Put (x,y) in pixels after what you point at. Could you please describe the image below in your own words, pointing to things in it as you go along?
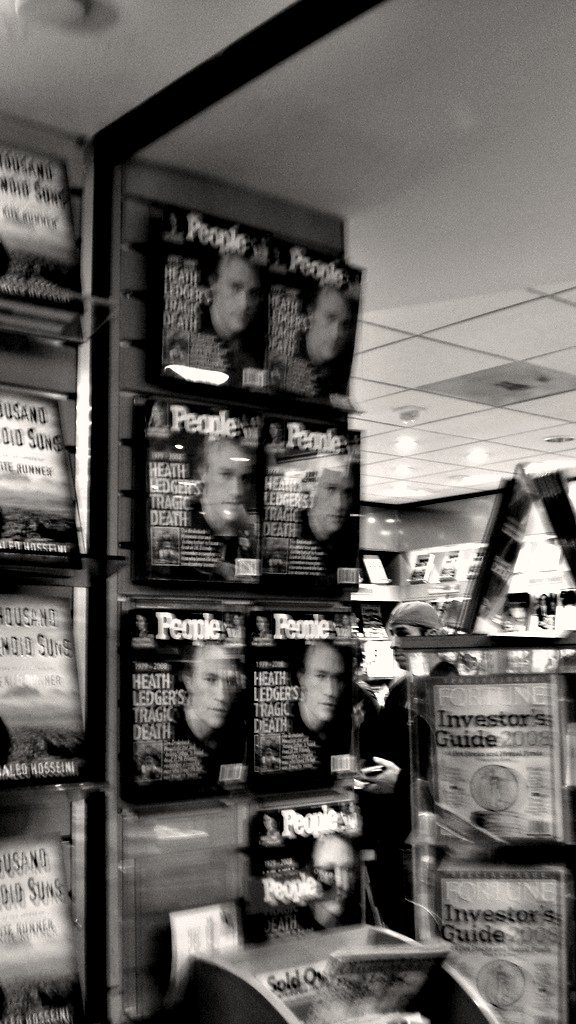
In this image I can see the person (384,728) standing inside the shop (347,691). I can see many books (347,691) in the shop (147,952). And this is a black and white image.
